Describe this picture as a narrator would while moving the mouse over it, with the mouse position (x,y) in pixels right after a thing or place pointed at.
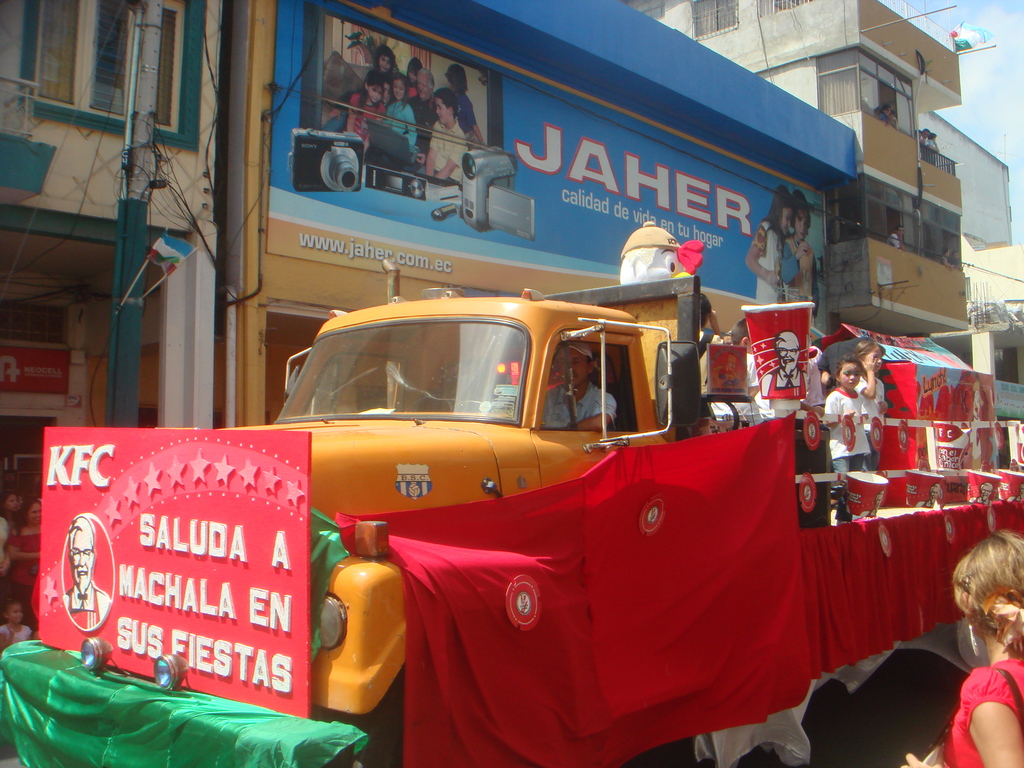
In this picture we can see group of people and a truck (493,404), we can see few people (561,412) and buckets (787,361) in the truck (640,389), the truck (603,371) is covered with curtains (713,520), in front of the truck (503,418) we can see a hoarding (225,541), in the background (291,262) we can find few buildings (58,182), pole (158,104) and cables (180,196).
